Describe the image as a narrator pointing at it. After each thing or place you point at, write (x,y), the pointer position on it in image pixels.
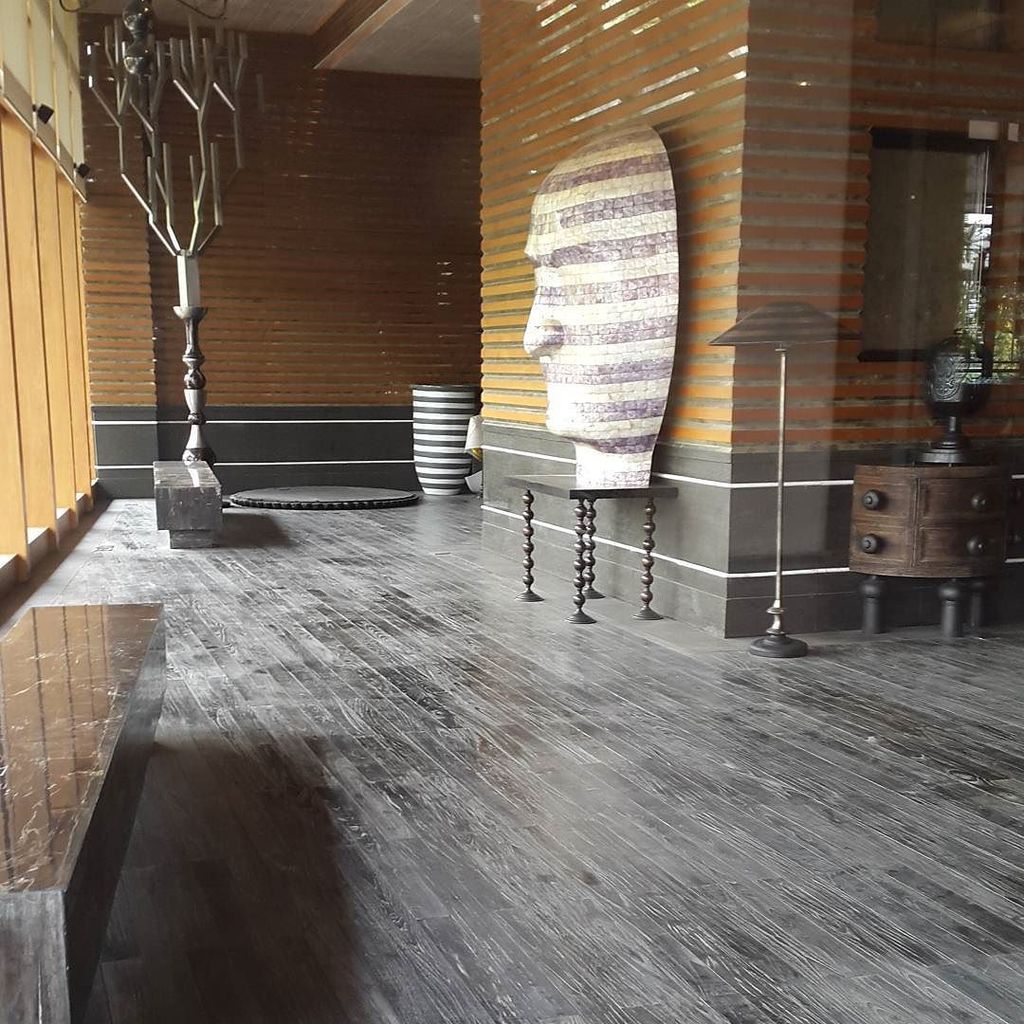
This is a place where we have a beautiful pillar (157,235) and the marble thing (175,482) which is used for sitting and also there is a table (616,496) which is used for placing things and the lamp (766,319) and also there is a desk (907,496) used for placing some things (954,378).
